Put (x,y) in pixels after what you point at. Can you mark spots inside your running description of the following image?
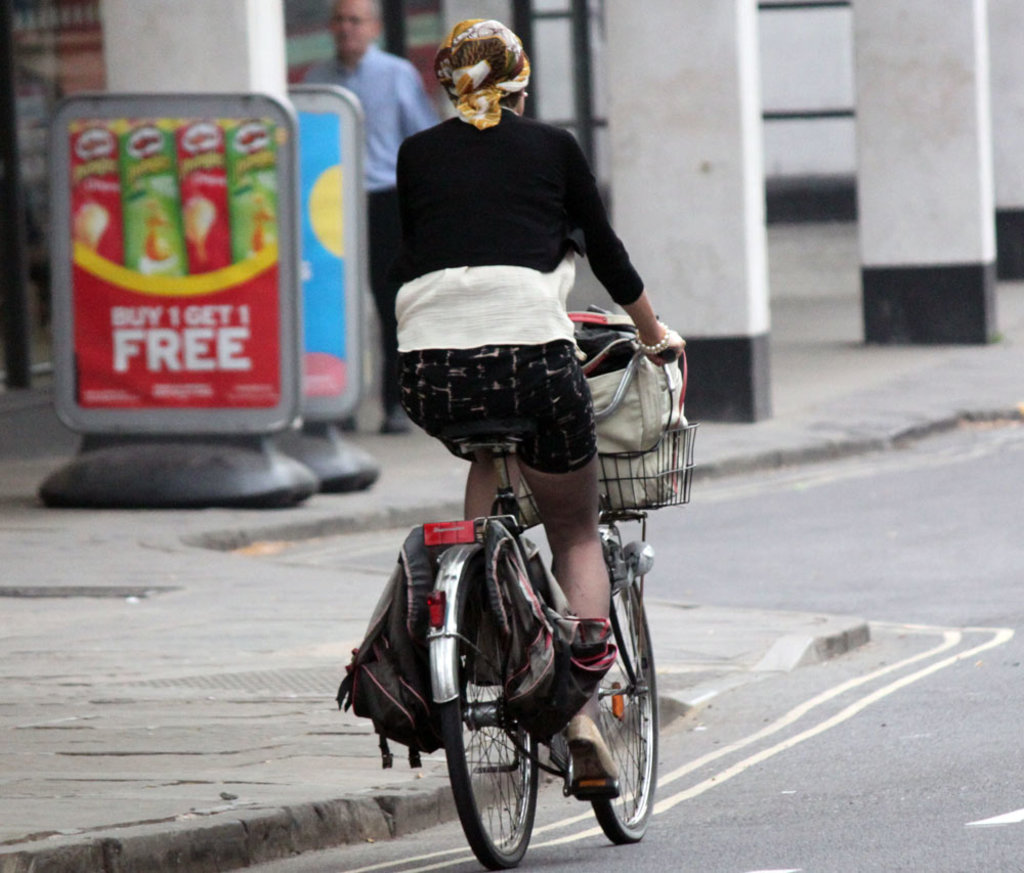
The image is outside of the city. In the image there is a woman (484,179) who is riding a bicycle (601,412), on bicycle (608,564) we can see some bags (412,701) on her basket (639,461). On left side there is a man (393,59) who is standing, we can also see some hoardings (222,215) on left (206,274) side, pillars (658,165), footpath (405,450). On bottom (972,821) we can see a road (914,528) which is in black color.
